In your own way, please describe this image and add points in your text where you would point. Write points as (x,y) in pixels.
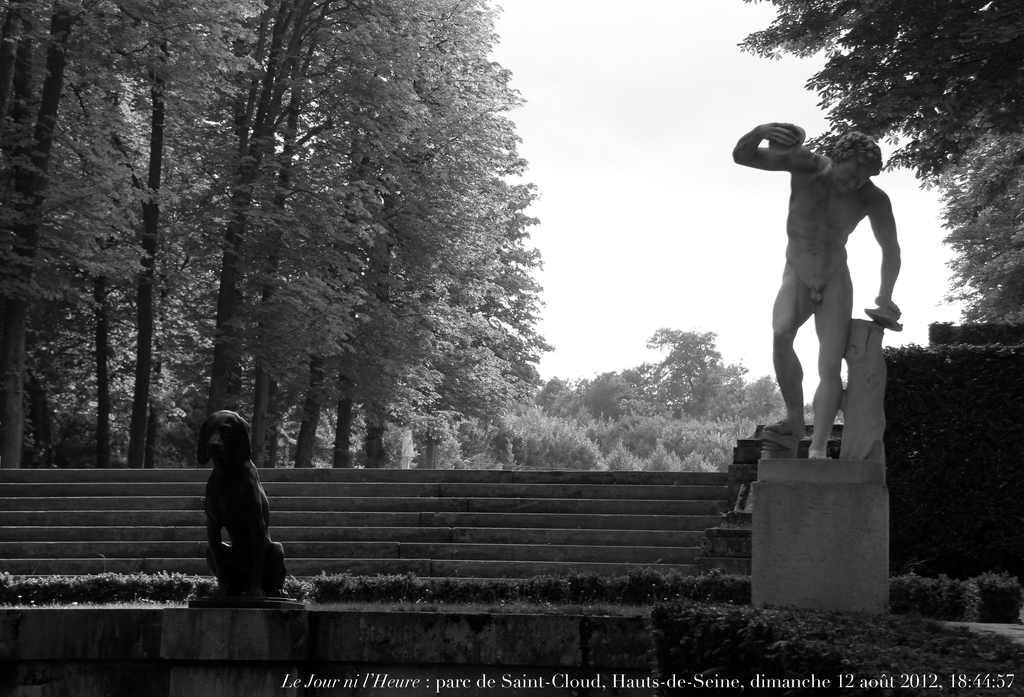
In this image, we can see a statue (812,226) and there are some steps (367,504), we can see some trees (291,364), we can see the sky (621,194).
